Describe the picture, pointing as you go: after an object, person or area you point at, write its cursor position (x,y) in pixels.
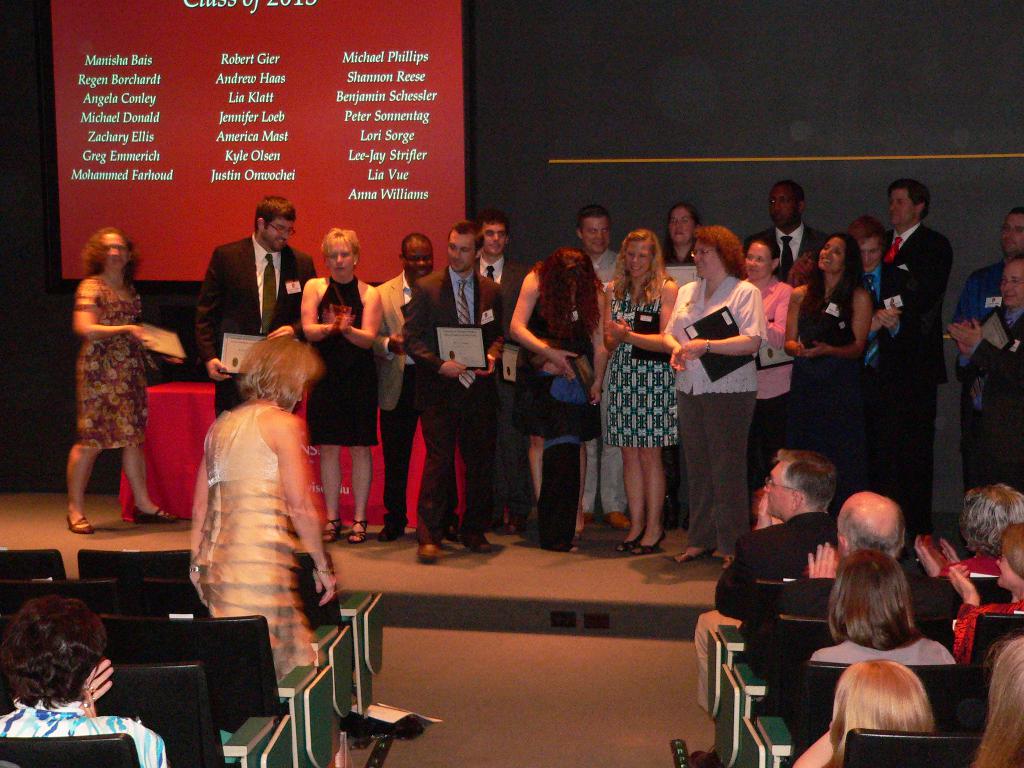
In this image I see number of people (551,386) in which most of them are standing and rest of them are sitting on chairs (58,560) and I see the platform (480,583) over here. In the background (172,59) I see the screen (239,135) on which there are words (86,98) written and I see the table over here and I see that few of them are holding a thing (719,357) in their hands (678,354).
